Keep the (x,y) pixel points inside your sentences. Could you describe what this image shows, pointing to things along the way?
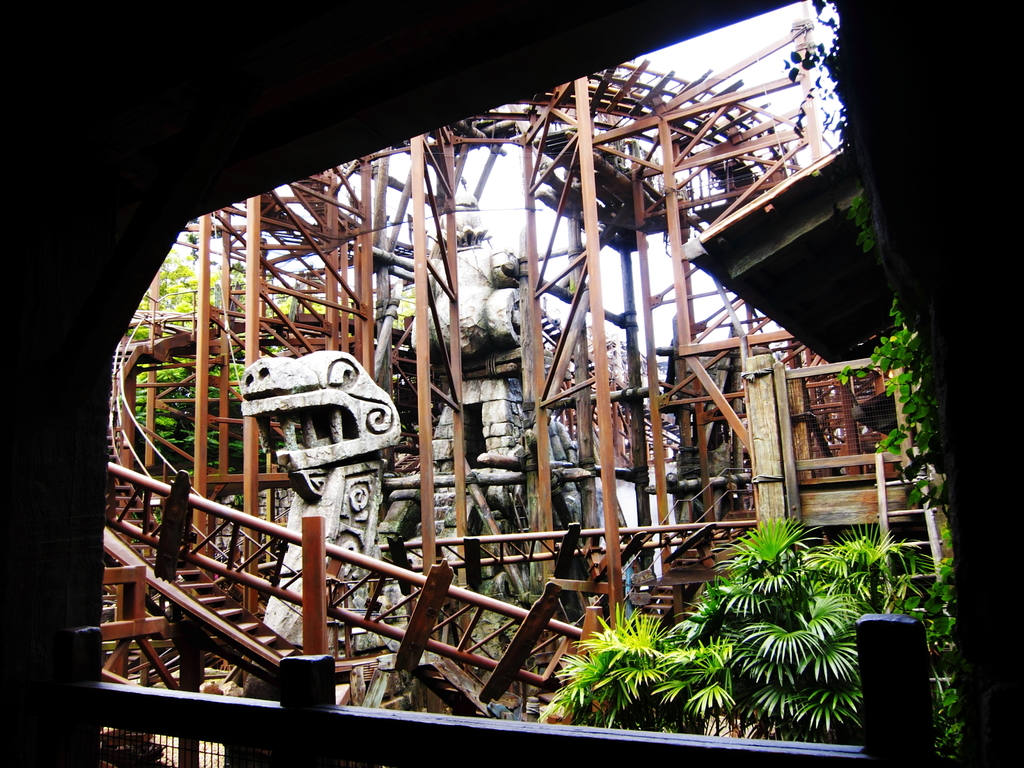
In the center of the image (437,274) there are rods (429,560). There is a depiction of a animal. To the right side of the image (698,614) there are plants (749,605). There is sky (714,51). At the bottom of the image (314,718) there is a fencing (214,737).
